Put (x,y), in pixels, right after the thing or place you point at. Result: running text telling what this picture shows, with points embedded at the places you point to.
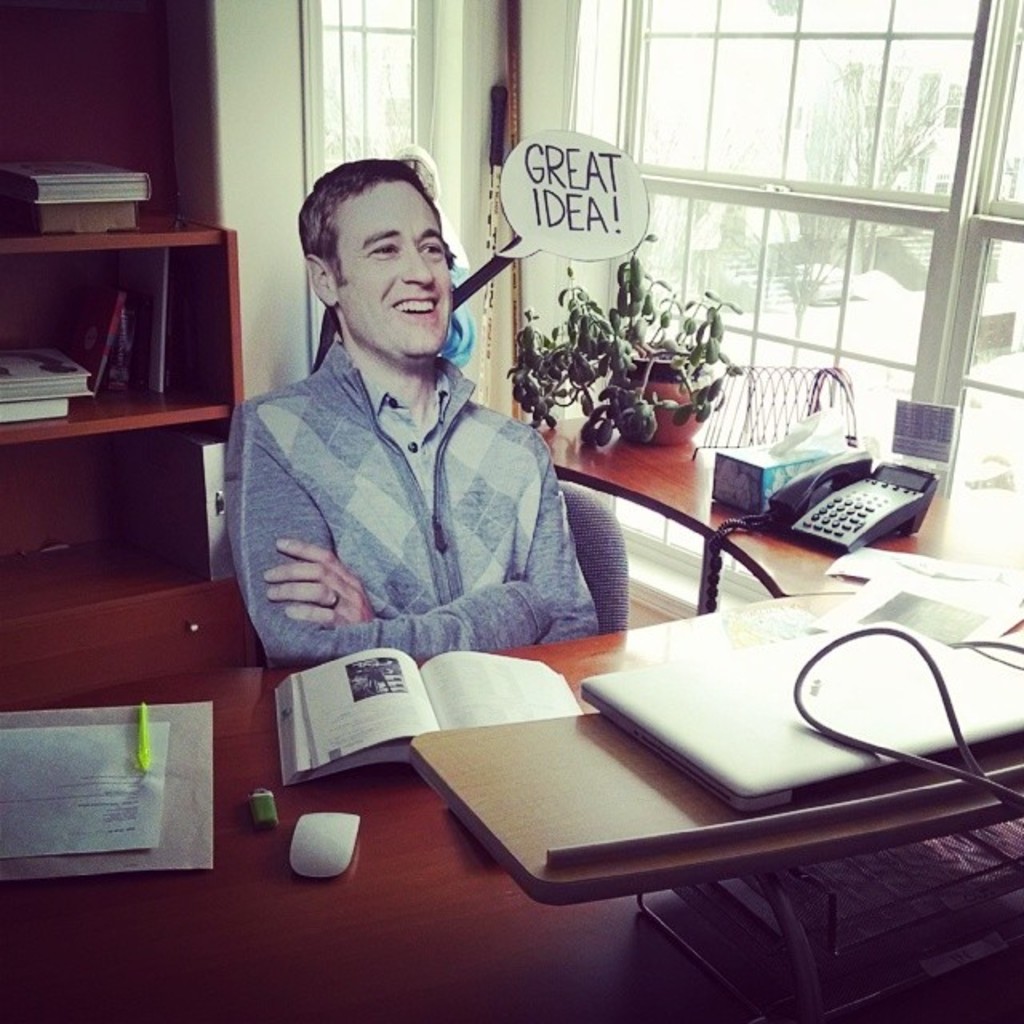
In the image there is a cardboard cutout of a man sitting in front of a table (228,708) and on the table (249,775) there are some items (411,698) like, book (513,664), mouse (338,829), laptop (786,773), papers (58,750), telephone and other things (1012,847). Behind him there is cabinet (55,546) and on the right side (870,299) there are windows (831,320).
